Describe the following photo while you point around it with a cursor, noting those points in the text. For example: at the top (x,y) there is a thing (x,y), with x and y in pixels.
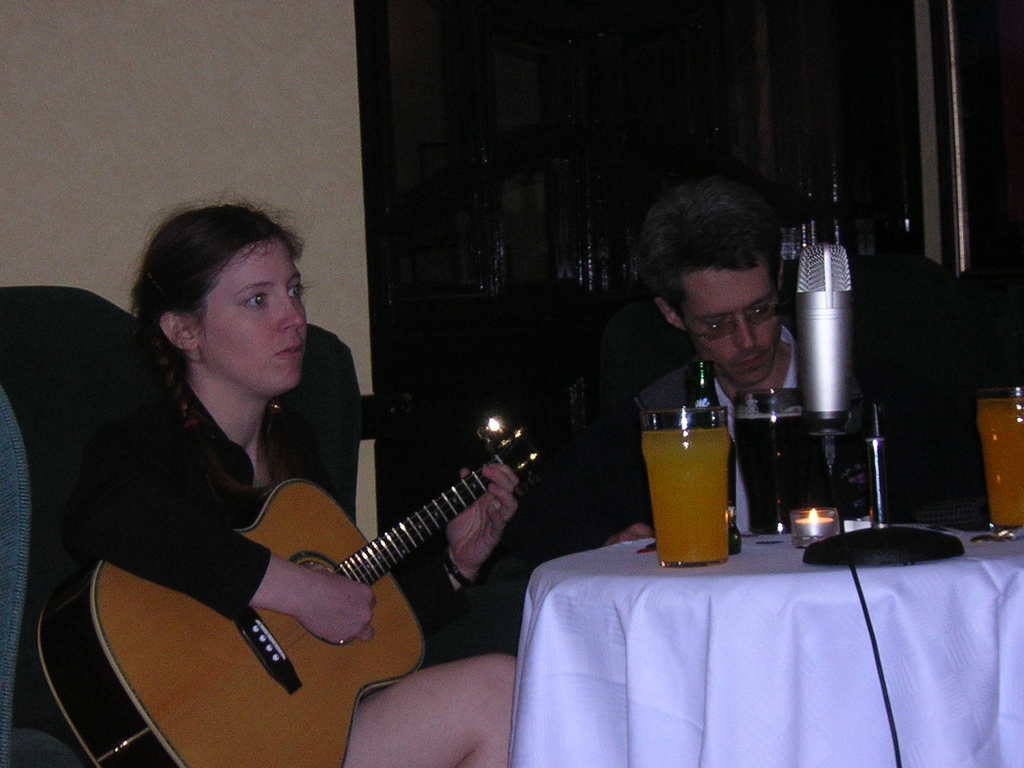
In this image there are two persons (662,394). At the left side of the image (199,414) there is a person (234,295) playing guitar (389,578) and at the right side of the image (729,247) there is a person (780,377) sitting in front of him there is a microphone (805,386), glasses (778,470).
